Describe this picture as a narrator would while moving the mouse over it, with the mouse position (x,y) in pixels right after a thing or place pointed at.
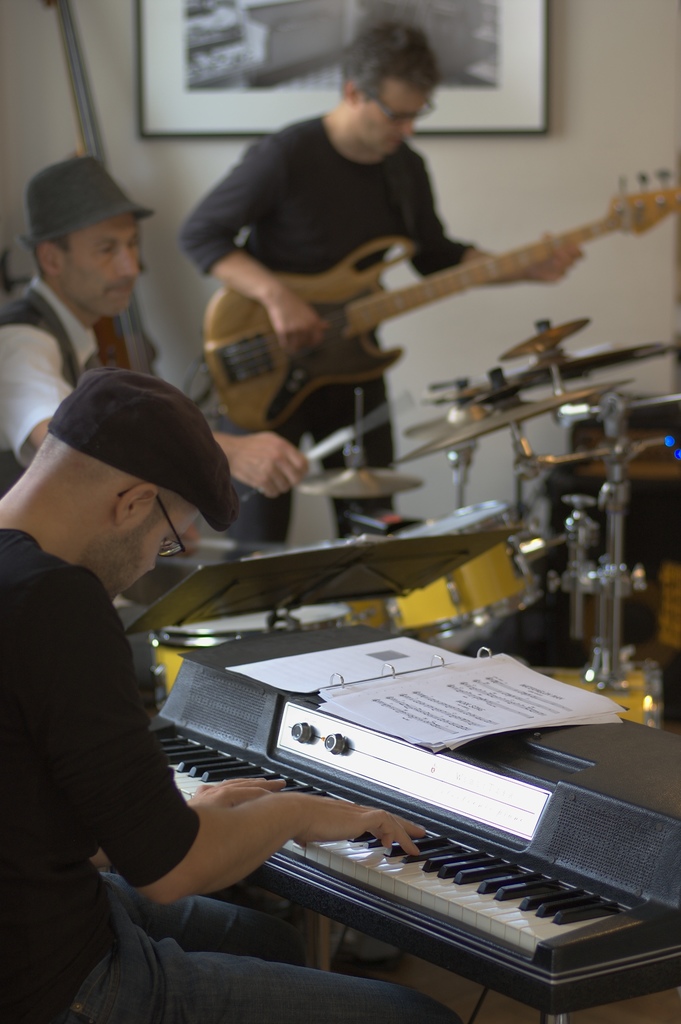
In this picture there are three members (55,526) playing a different musical instruments (352,616) in front of them. Two of them wore caps (34,191). One of the guy (315,215) is standing. In the background (235,84) there is a photo frame (241,76) attached to the wall (561,129).
